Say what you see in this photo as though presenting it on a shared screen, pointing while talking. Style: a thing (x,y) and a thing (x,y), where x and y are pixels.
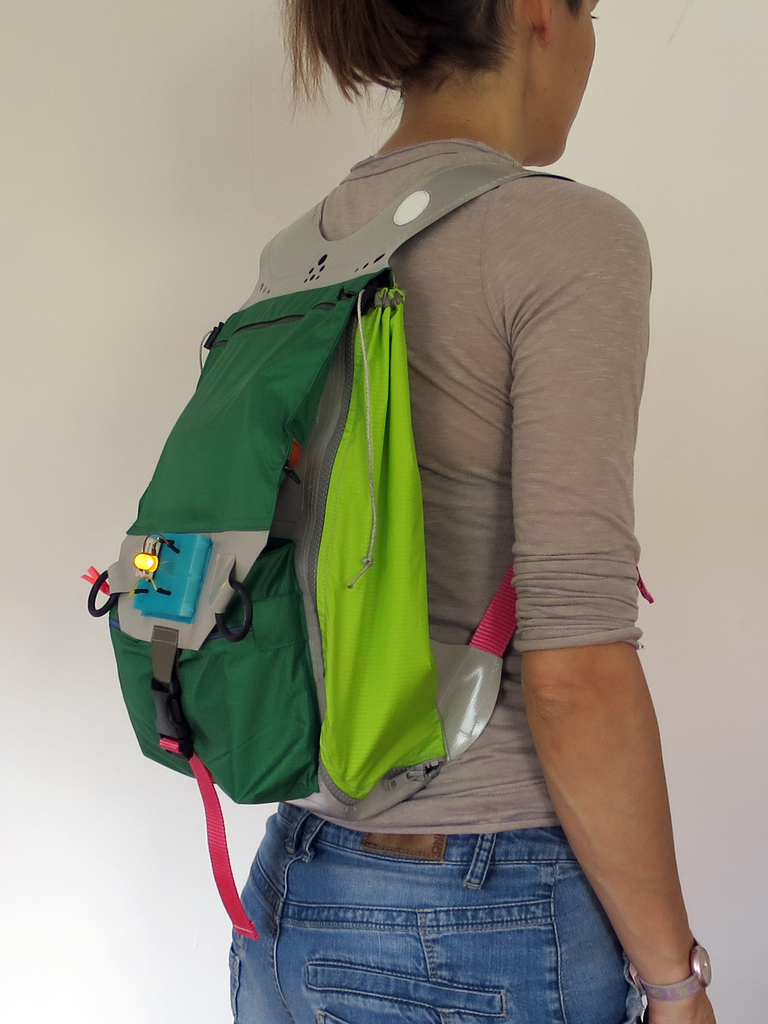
This is the picture of a lady (576,282) who is wearing the back pack (224,480) which is in green, red and ash in color.
